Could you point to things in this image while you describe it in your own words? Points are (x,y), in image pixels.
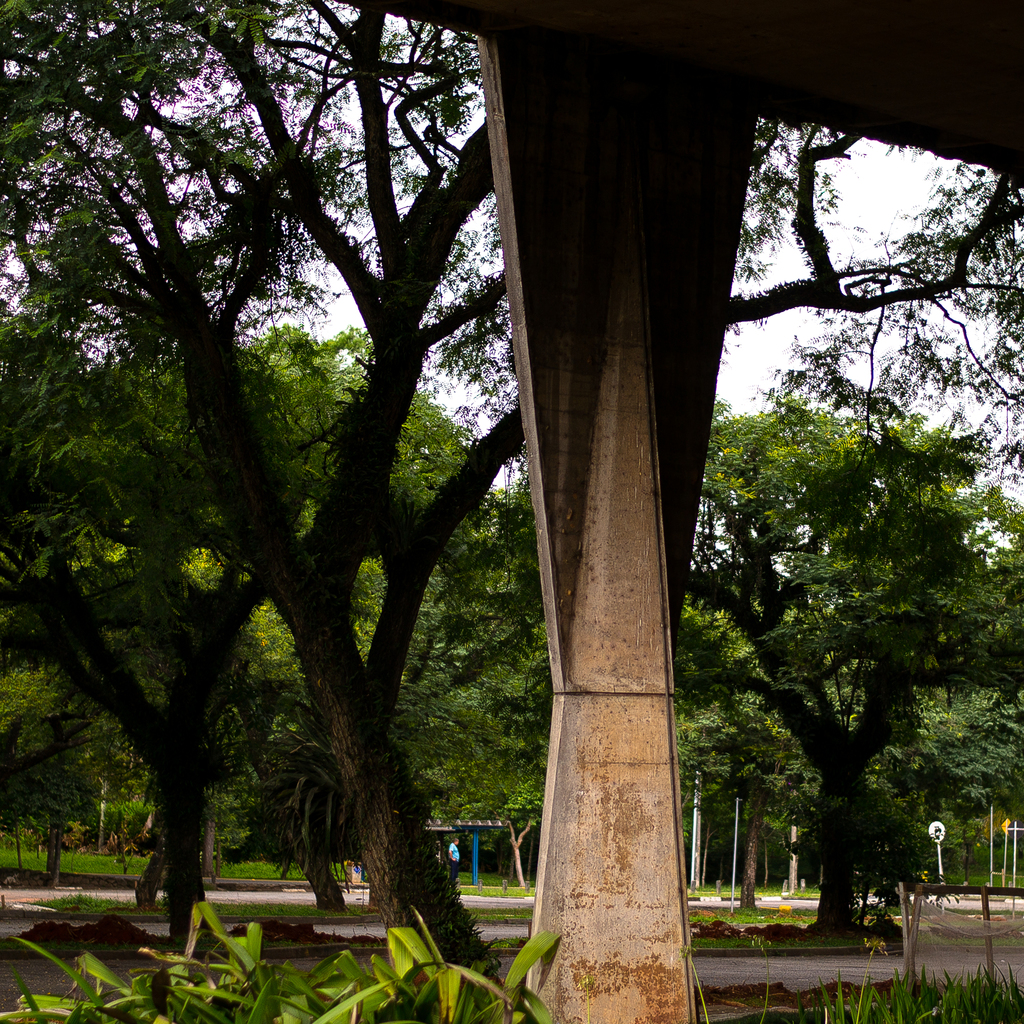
This picture might be taken from outside of the city. In this image, in the middle (615,448), we can see a concrete pillar (588,569). In the background (429,711), we can see some trees (428,808) and a person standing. At the top (471,214), we can see a sky (480,216) and a roof (1001,17), at the bottom (277,983), we can see some plants (513,996).
